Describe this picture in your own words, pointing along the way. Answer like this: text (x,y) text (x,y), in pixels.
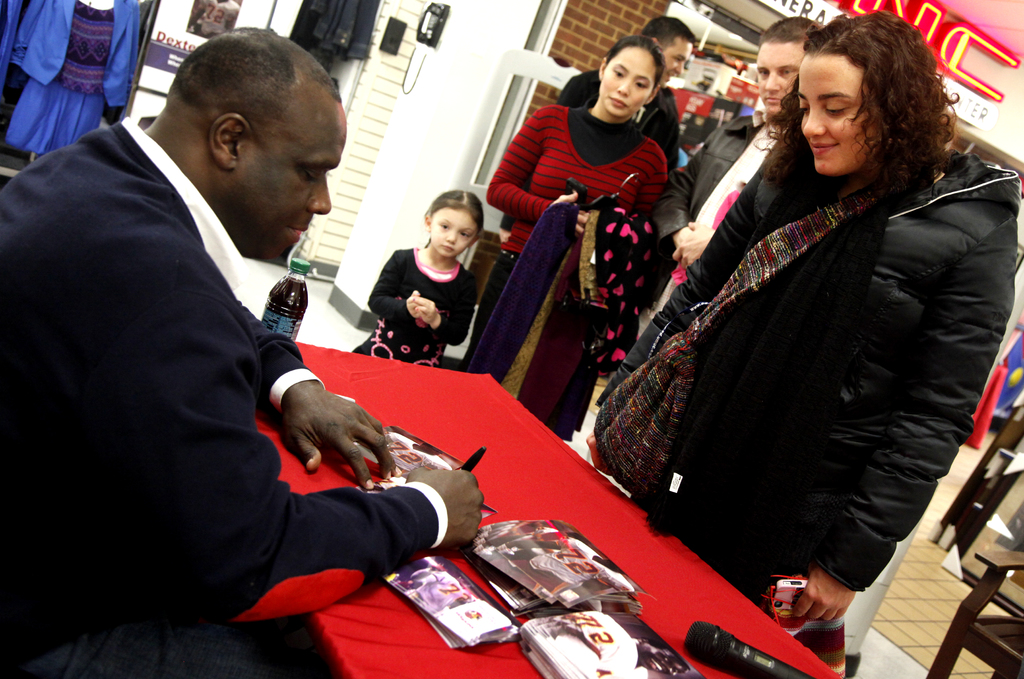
In this picture we can see a man (144,471) is sitting in front of a table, there are some posters (489,583), a bottle (305,285) and a microphone (718,653) present on the table (547,579), on the right side (788,274) there are some people (672,243) standing, it looks like a store (981,80) in the background (981,71), at the left top of the picture (78,54) we can see clothes (31,53), at the right bottom (986,592) there is a chair (1007,646), we can see a telephone (431,43) at the top of the picture (429,25).
